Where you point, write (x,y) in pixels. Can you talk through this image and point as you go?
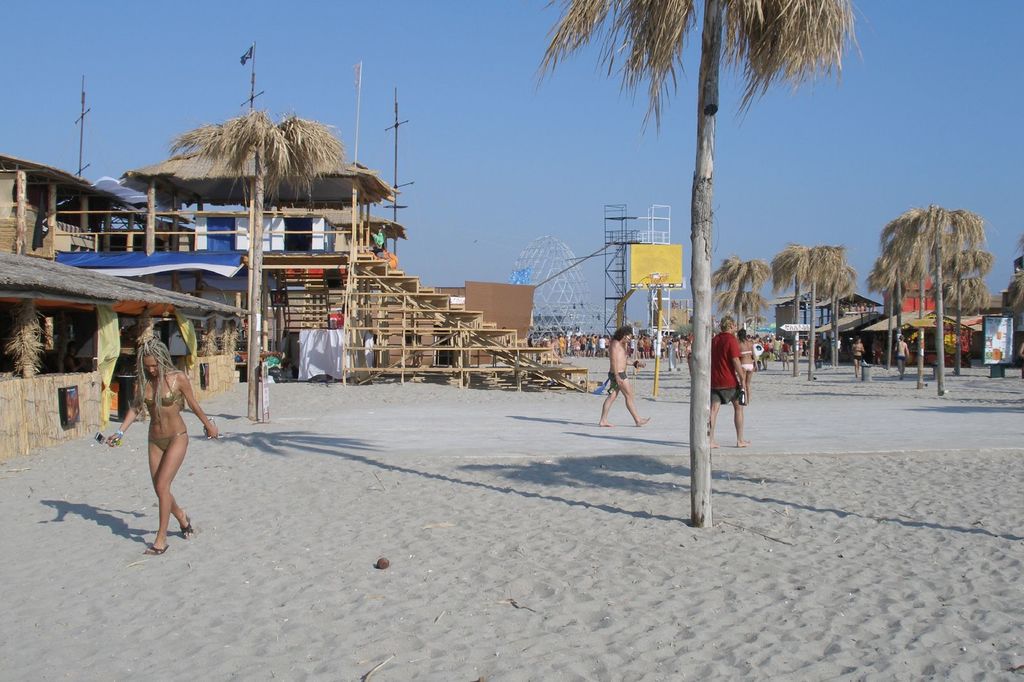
In this image I can see there are few persons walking on the floor (840,501) and on the left side (231,274) I can see a tent (203,169) and stair case (368,309) at the top (397,60) I can see the sky (842,121) and in the middle (626,301) I can see trees (832,263) and tents (787,310) and poles (621,300) visible.
